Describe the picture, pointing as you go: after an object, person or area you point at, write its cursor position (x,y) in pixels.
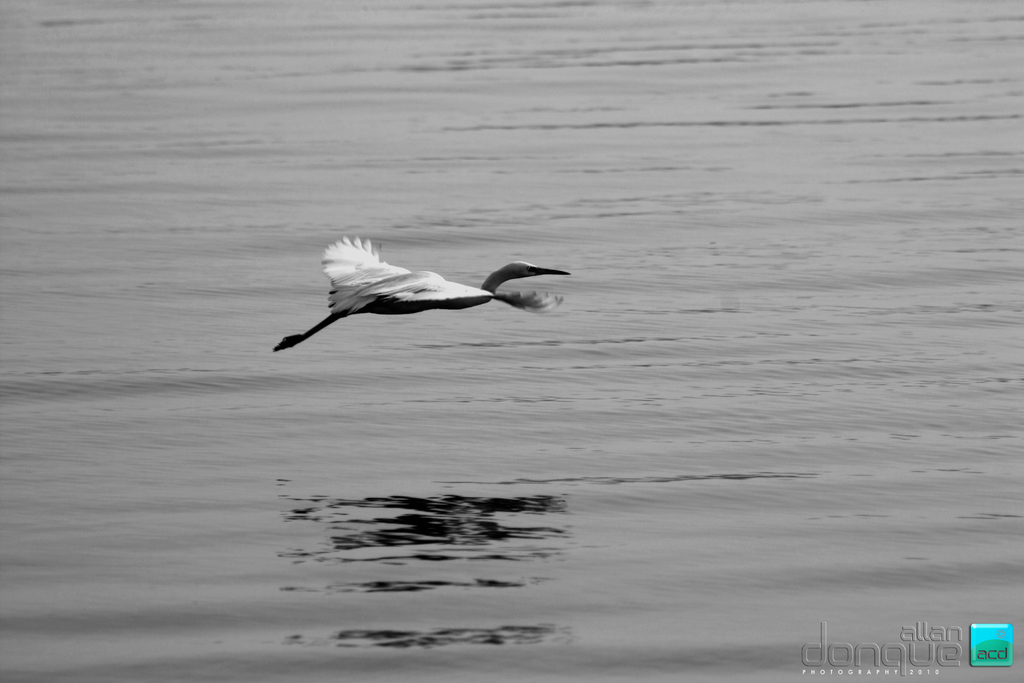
In this image there is water (355,369) and a bird (411,276). Bird (408,293) flying in the air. At the bottom right side of the image (890,659) there is a watermark (882,654).
